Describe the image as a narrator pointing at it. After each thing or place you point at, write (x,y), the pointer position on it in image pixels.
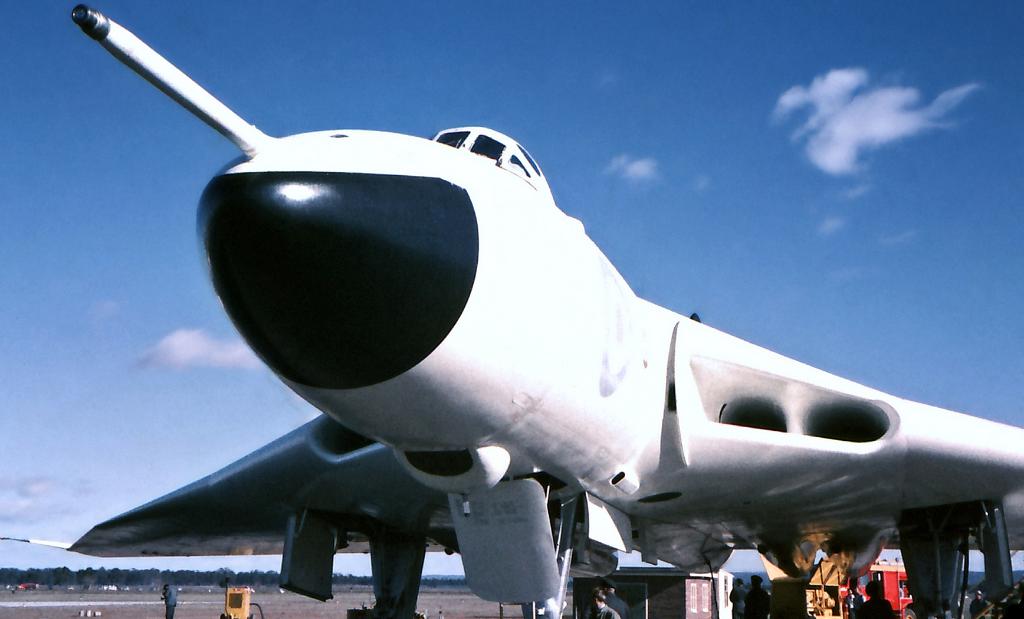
In this picture I can see an aeroplane (417,389) and few people (736,608) standing and I can see a building (703,588) and a vehicle (893,566) and I can see trees (212,582) and a blue cloudy sky (105,319).
